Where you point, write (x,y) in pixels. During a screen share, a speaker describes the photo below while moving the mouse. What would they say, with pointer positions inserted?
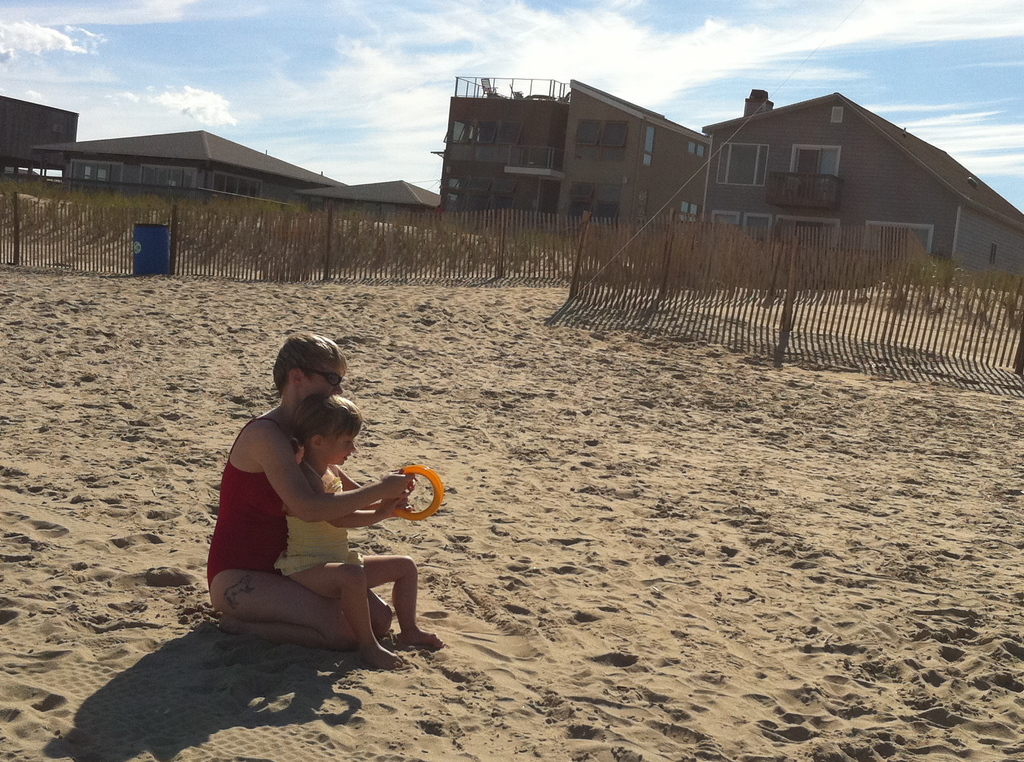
In this image we can see a girl (351,578) sitting on a woman (311,517). Here we can see fence (599,302), sand (921,361), plants (264,205), and houses (458,126). In the background (444,37) there is sky (674,101) with clouds (674,101).
